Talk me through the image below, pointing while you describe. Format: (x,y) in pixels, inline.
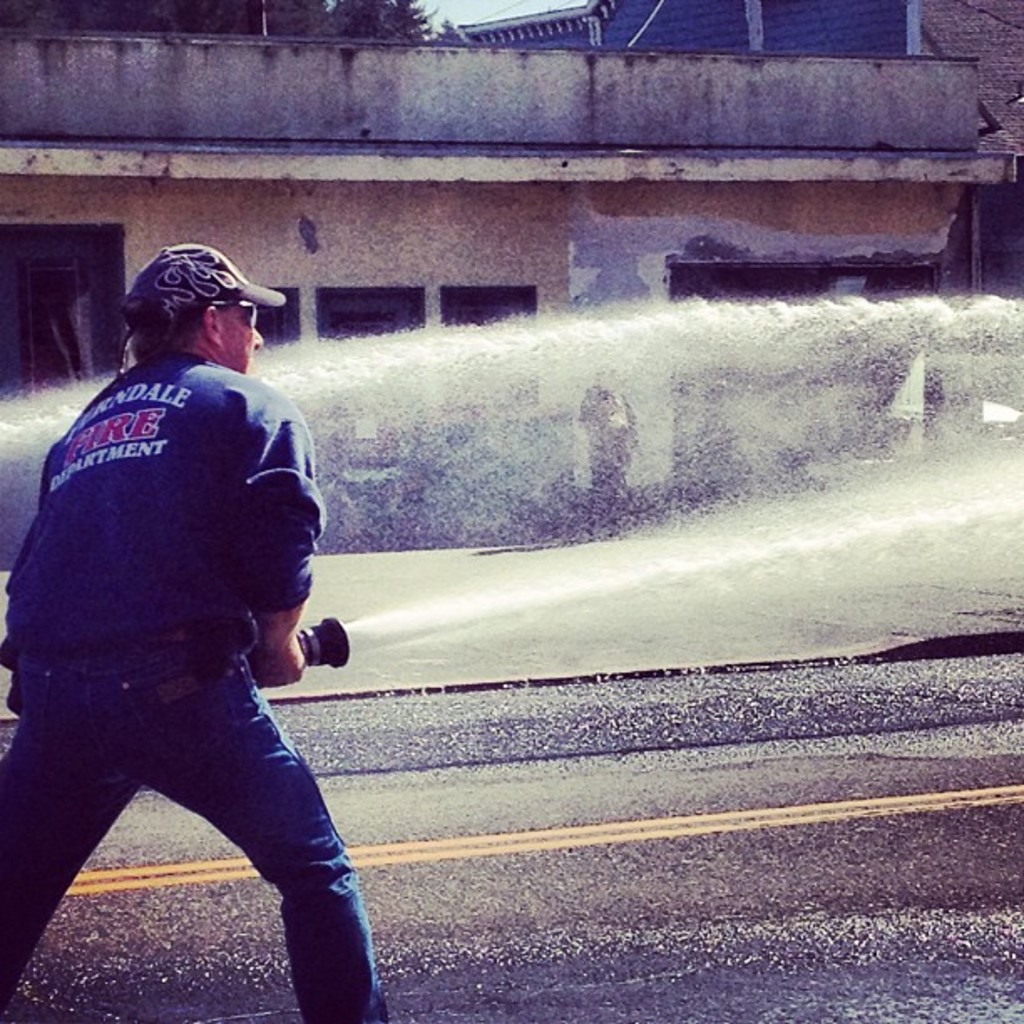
In this image I can see the person (140,607) standing and holding the water pipe (314,656). He is also wearing the cap (148,278). In the back (491,440) I can see the water (494,452), building (342,180), trees (232,22) and the sky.
